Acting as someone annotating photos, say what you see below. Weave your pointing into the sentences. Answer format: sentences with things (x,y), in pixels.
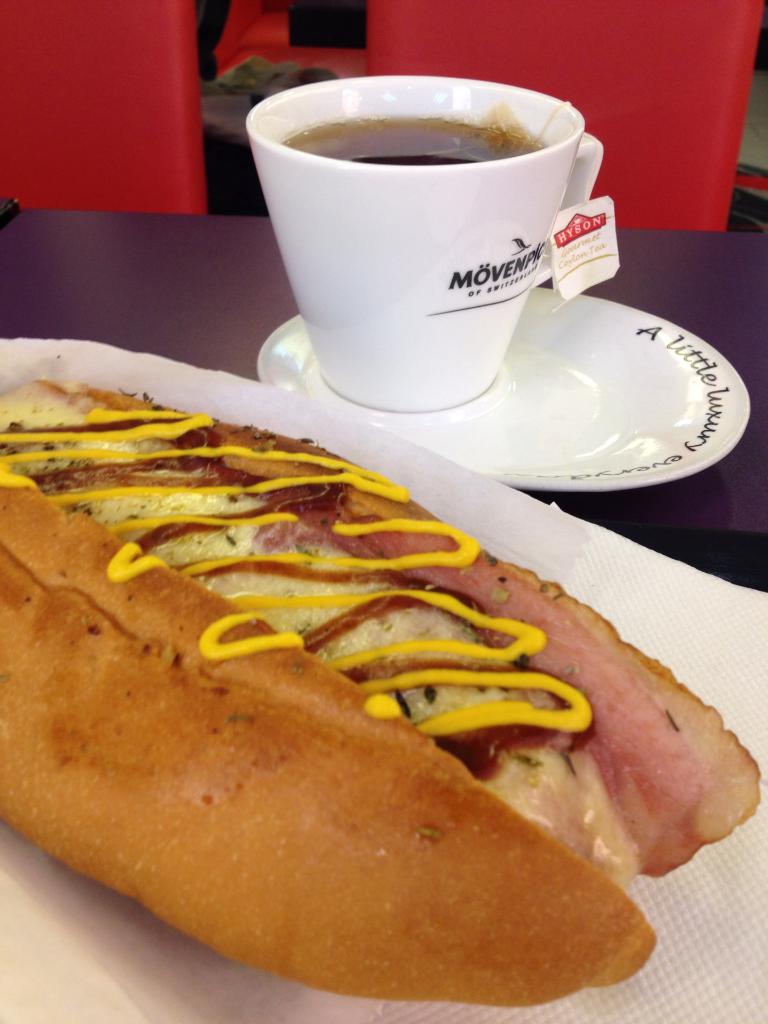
In the foreground of this picture (289,329) we can see a table (90,248) and we can see a tissue paper (629,605) containing some food items (267,614) and we can see a cup (508,248) and a saucer (616,442) and we can see the liquid (435,151) in the cup (426,227) and we can see the text (483,280) on the cup (444,306) and on the saucer (679,426). In the background (387,9) we can see the chairs (26,61) and some other objects (218,24) and we can see the text (584,237) on the paper (592,228) which seems to be hanging on the cup (568,156).
